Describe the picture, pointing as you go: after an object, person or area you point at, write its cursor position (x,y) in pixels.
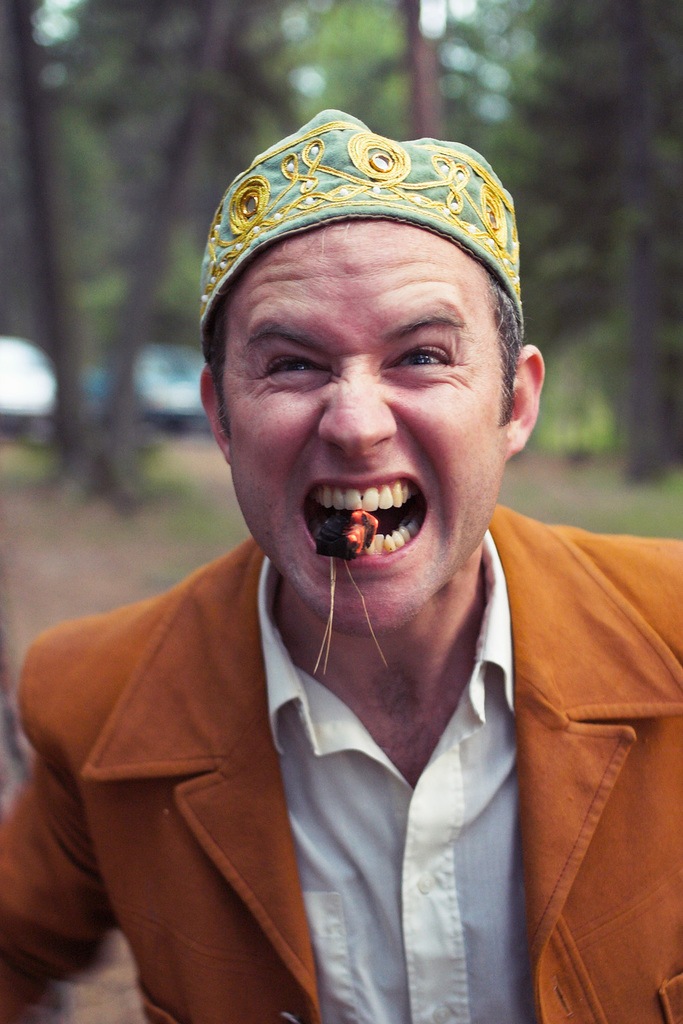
Here we can see a man (327,575) holding an object (342,552) with his teeth (382,507) and he is in a suit (651,1003). There is a blur background (538,496) with greenery (579,55).
